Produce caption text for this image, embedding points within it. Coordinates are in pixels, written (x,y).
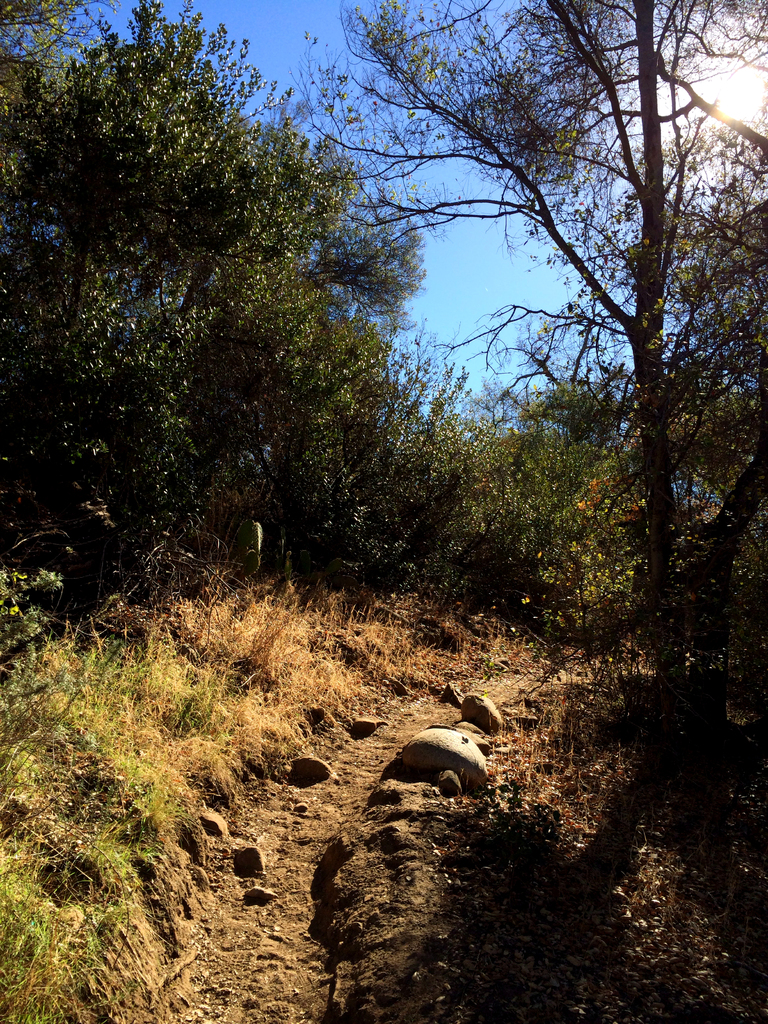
In this image I can see some rocks (453,792) and grass (192,688) on the ground (251,777). In the background (228,369) I can see many trees (369,226) and the sky (430,197).
